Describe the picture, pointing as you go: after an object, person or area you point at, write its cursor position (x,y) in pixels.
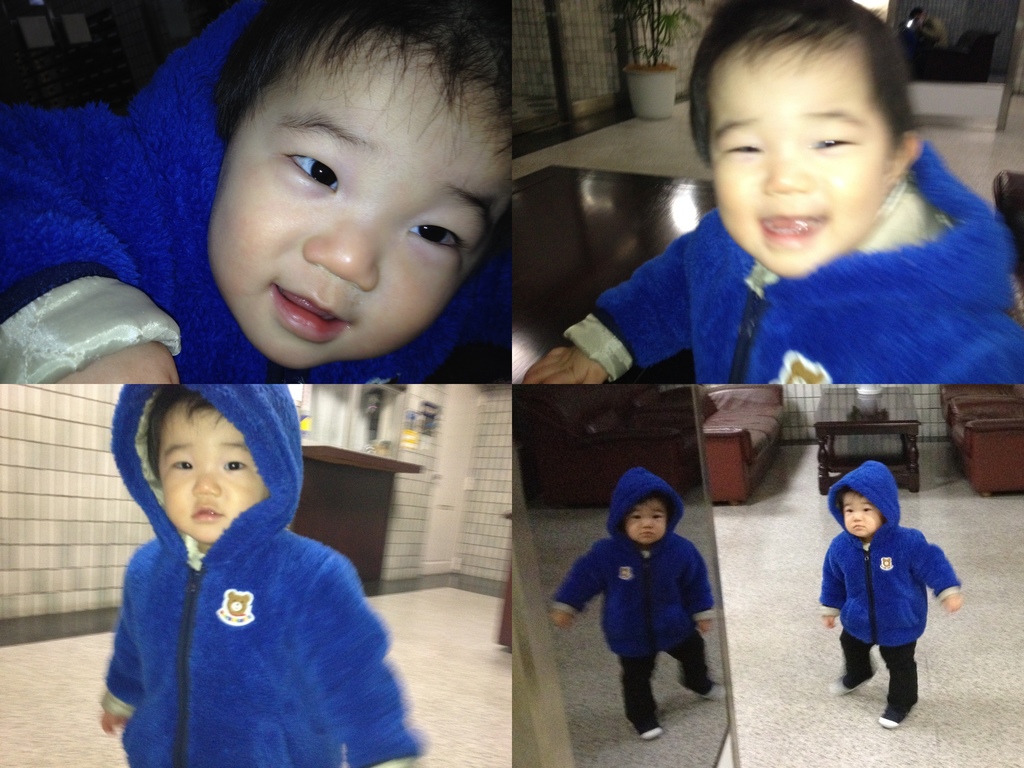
In this image there is a collage of photos of a boy (889,589) wearing sweater (872,588). Right top there is a pot (673,77) on the floor (656,140). Pot (655,78) is having a plant (646,64). Right bottom there is a table (909,486). Beside there are few chairs (1006,423) and sofa (753,422). The kid (825,617) is walking on the floor (853,695).
